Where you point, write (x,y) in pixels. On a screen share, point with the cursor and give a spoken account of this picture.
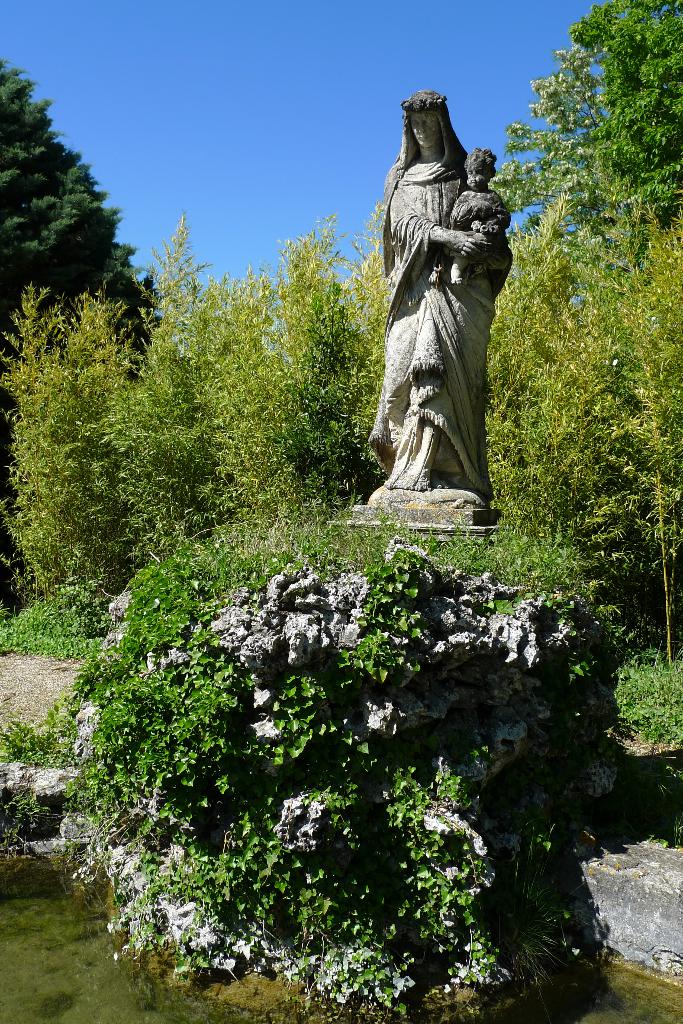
In this picture we observe a woman sculpture (413,407) who is holding a baby (465,218) in her hands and in the background (501,331) we observe plants (118,331) and trees (9,200).
